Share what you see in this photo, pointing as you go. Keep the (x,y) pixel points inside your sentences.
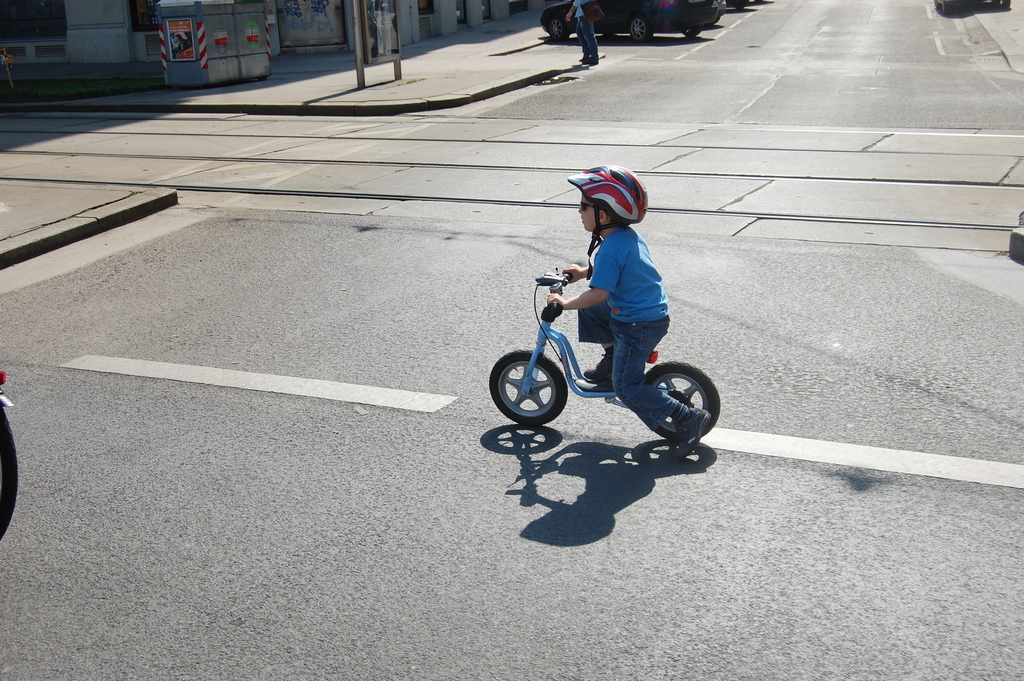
In this image in the center (628,343) there is a kid (609,347) riding a bicycle (563,348) wearing a helmet (618,201). In the background (584,48) there is a person (592,32) standing and there are vehicles (674,17) on the road (845,45) on the left side (331,16) there is a building (281,35) and there are poles (365,55).
